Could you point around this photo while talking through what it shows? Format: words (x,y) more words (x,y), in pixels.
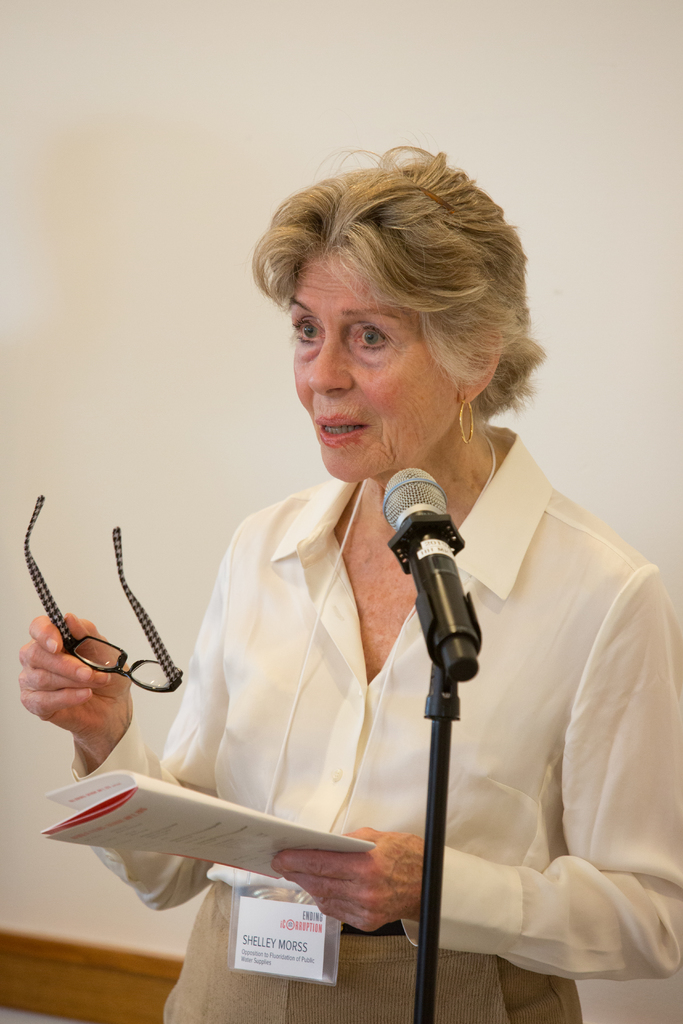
In the image there is a stand (447,533) with mic (424,513). Behind the mic stand (447,726) there is a lady (350,577) with white shirt (488,718) is standing. She is holding the book (202,808) in one hand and spectacles (36,567) in another hand (67,623). Behind her there is a wall (134,530) and also there is a wooden object (64,958) at the bottom (158,955).
